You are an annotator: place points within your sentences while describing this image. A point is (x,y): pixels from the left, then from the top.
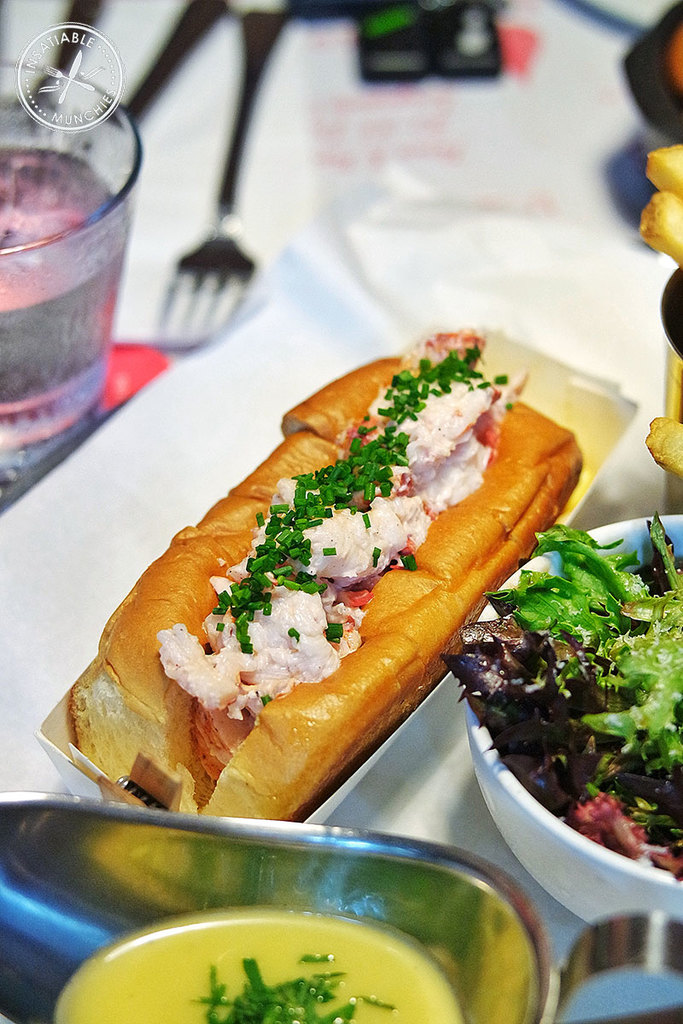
In this picture I can see some food item (530,629) kept on the table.
